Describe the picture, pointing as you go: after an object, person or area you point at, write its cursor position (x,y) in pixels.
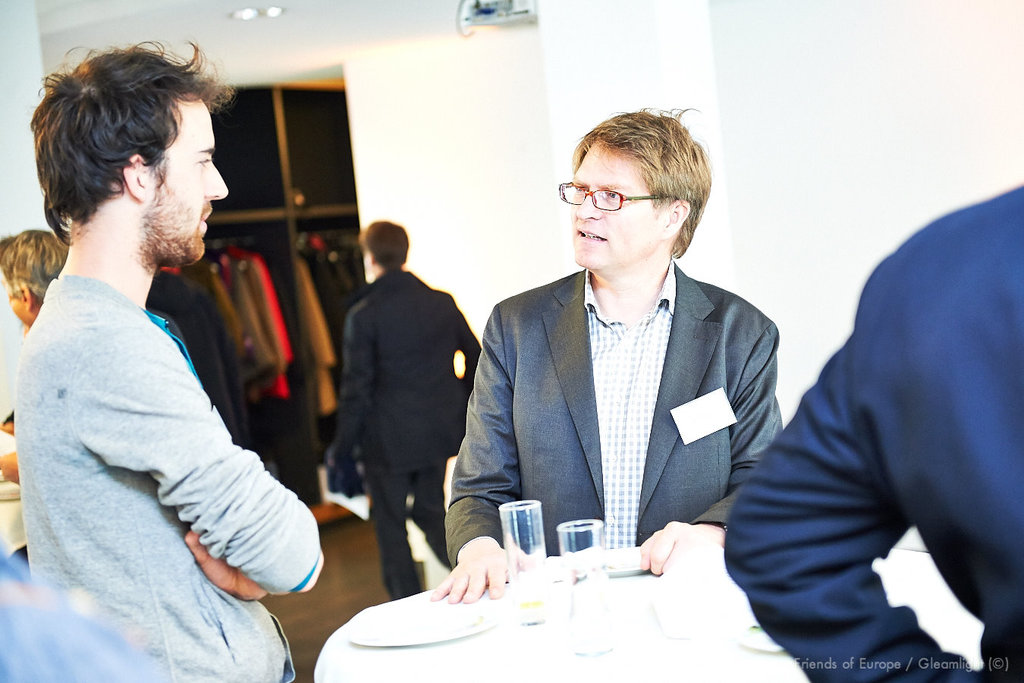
In this image, we can see few people (226,666). At the bottom (545,627), we can see a table (605,657) covered with cloth (472,651). Few things (417,621) and glass objects (600,615) are placed on it. Background (526,211) we can see wall (523,198), clothes (327,297), floor (357,527) and few objects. On the right side (821,666) bottom corner, there is a watermark (857,667) in the image.
